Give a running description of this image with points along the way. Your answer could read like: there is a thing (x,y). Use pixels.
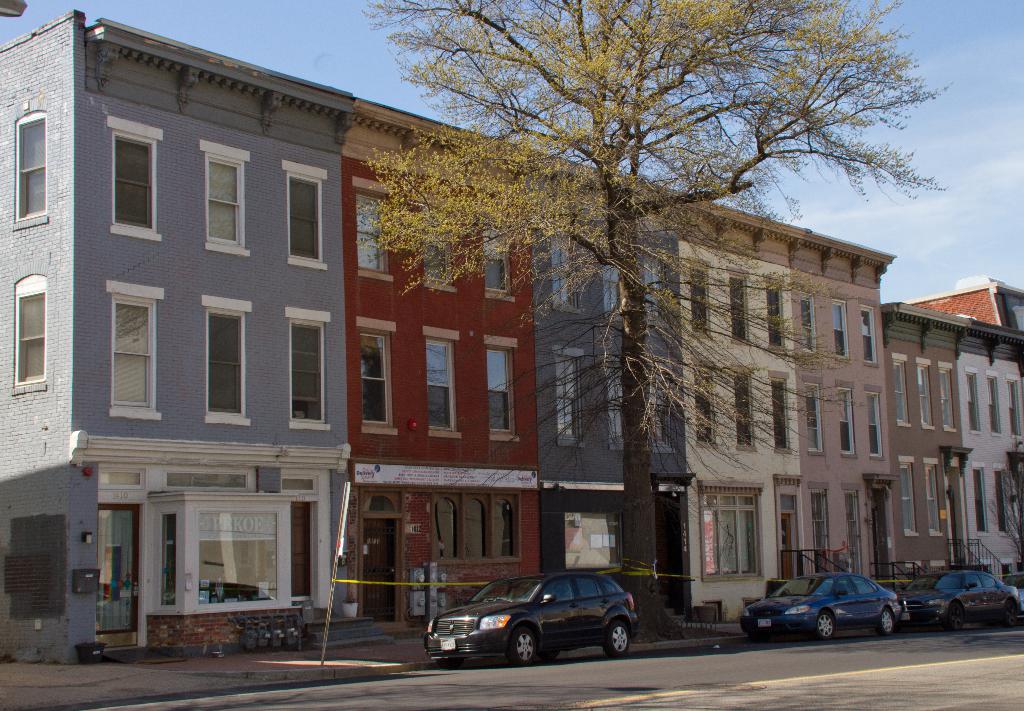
In this image I can see few cars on the road (393,694), they are in different colors. Background (485,564) I can see trees (458,276) in green color, buildings (324,251) in gray, red, brown color and sky (336,61) in blue color.
